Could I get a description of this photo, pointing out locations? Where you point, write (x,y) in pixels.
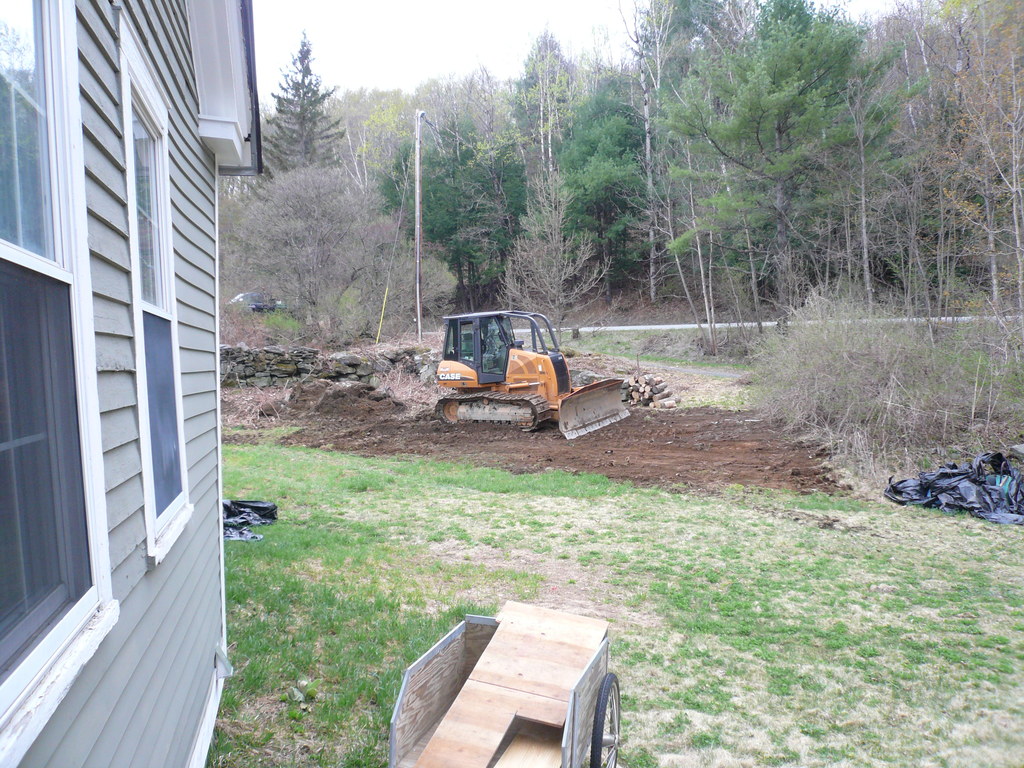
In this image in the middle (556,361), there is a bulldozer (502,369). At the bottom (697,689) there are plants (864,426), grassland (714,593) and vehicle (525,612). On the left (57,468) there is a house (90,365), windows (166,412), wall (164,573). In the background (298,284) there are trees (752,306), plants (875,404) and sky (397,88).
